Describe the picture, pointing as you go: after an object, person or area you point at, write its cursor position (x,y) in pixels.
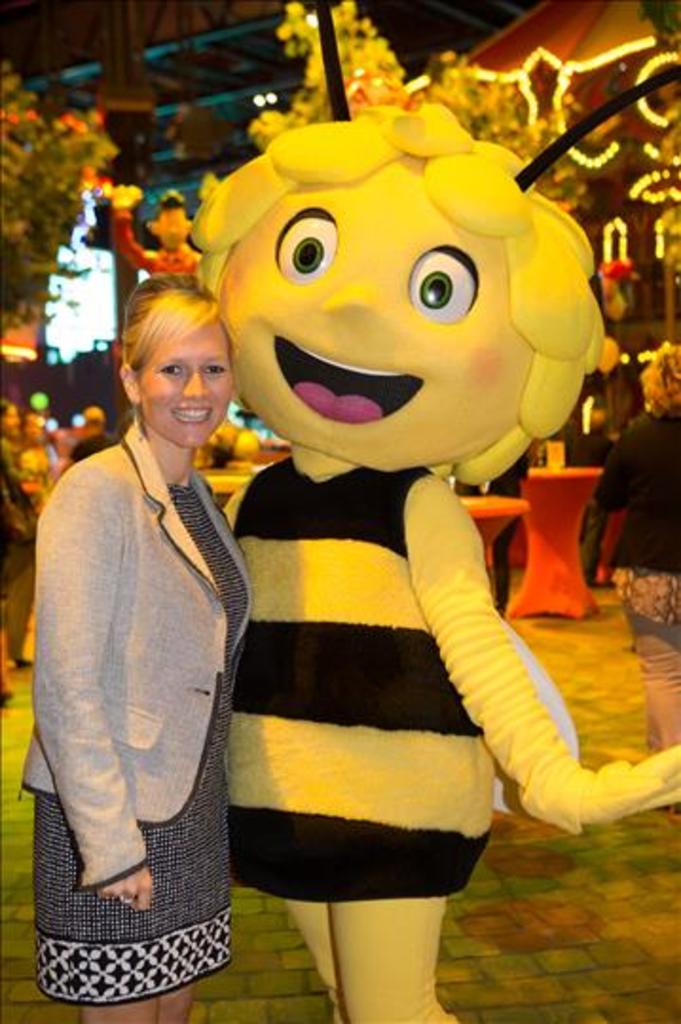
In this image we can see a woman (138,537) is standing at the mascot (456,632). In the background (61,107) the image is not clear but we can see few persons (9,455), decorative lights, trees (34,212), poles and objects (519,41).
